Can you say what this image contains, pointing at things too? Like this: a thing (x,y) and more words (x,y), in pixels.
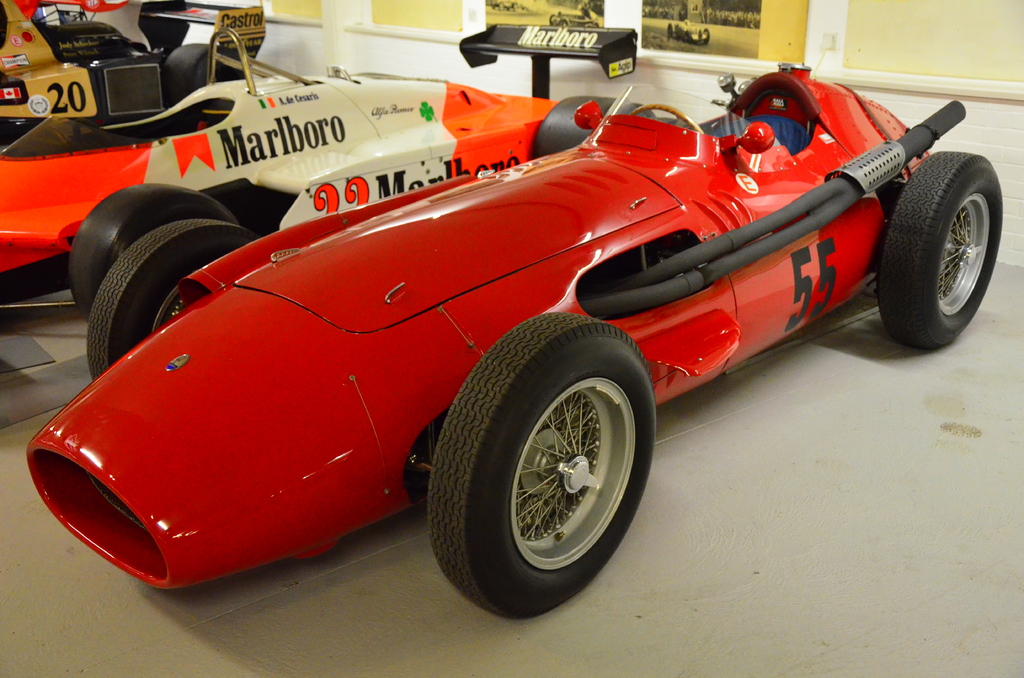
In this image in the center (623,378) there are some vehicles (408,193), and in the background (760,25) there is a wall (341,49). On the wall (955,28) there are some posters (791,27) and there is some object (588,35), and at the bottom (522,645) there is a floor (569,631).
